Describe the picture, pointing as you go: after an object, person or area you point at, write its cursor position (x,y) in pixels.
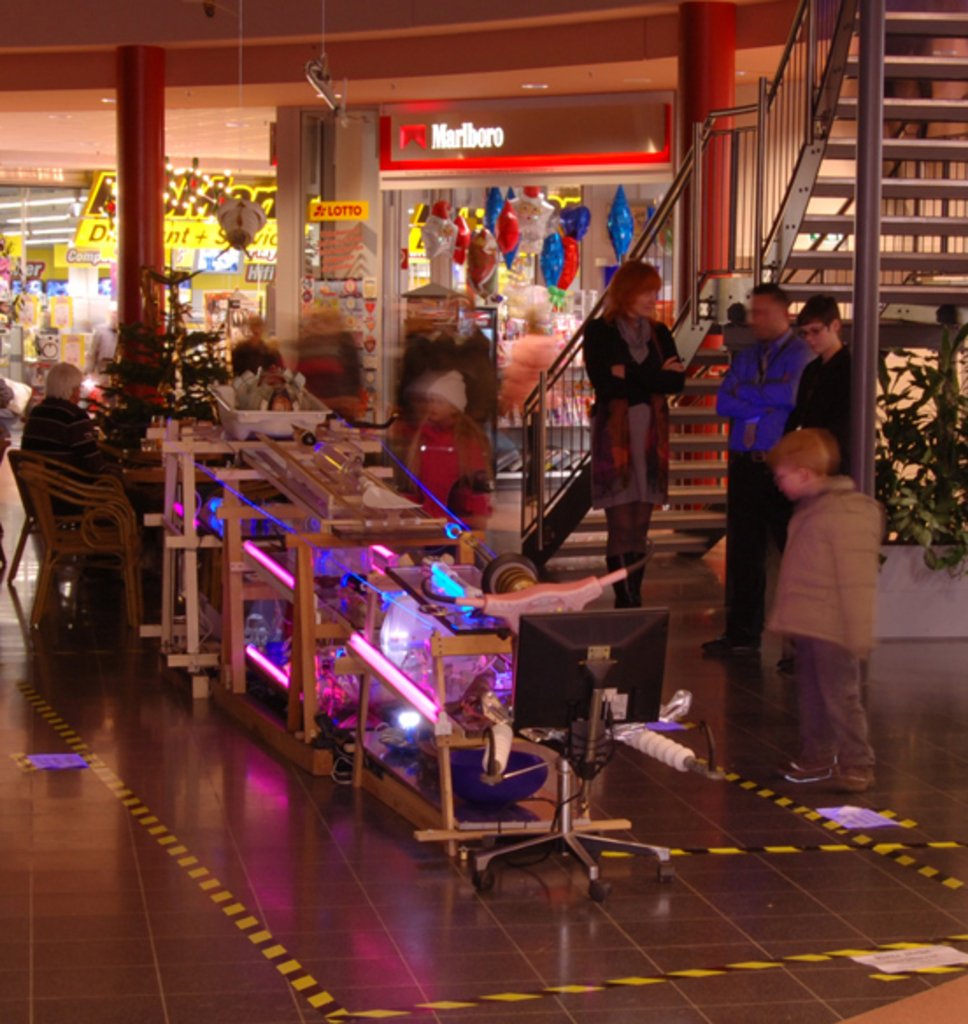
In this picture I can see group of people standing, there are stairs (696,348), lights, shops (0,192), boards (21,239), plants (169,325), chairs (14,573) and there are some objects (443,611).
